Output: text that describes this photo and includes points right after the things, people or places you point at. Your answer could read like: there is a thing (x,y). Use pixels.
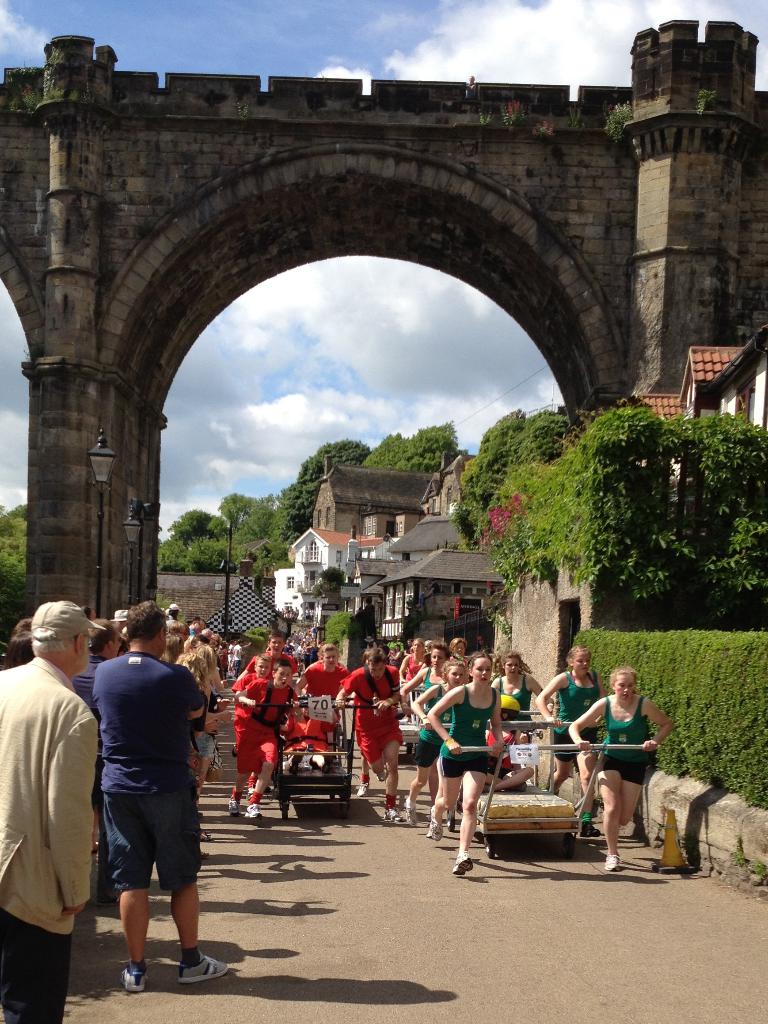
In this picture I can see group of people (19,815) standing, there are few people (456,733) holding carts (560,801), there is an arch (79,381), there are poles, lights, there are buildings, trees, and in the background (457,336) there is the sky (446,336).
